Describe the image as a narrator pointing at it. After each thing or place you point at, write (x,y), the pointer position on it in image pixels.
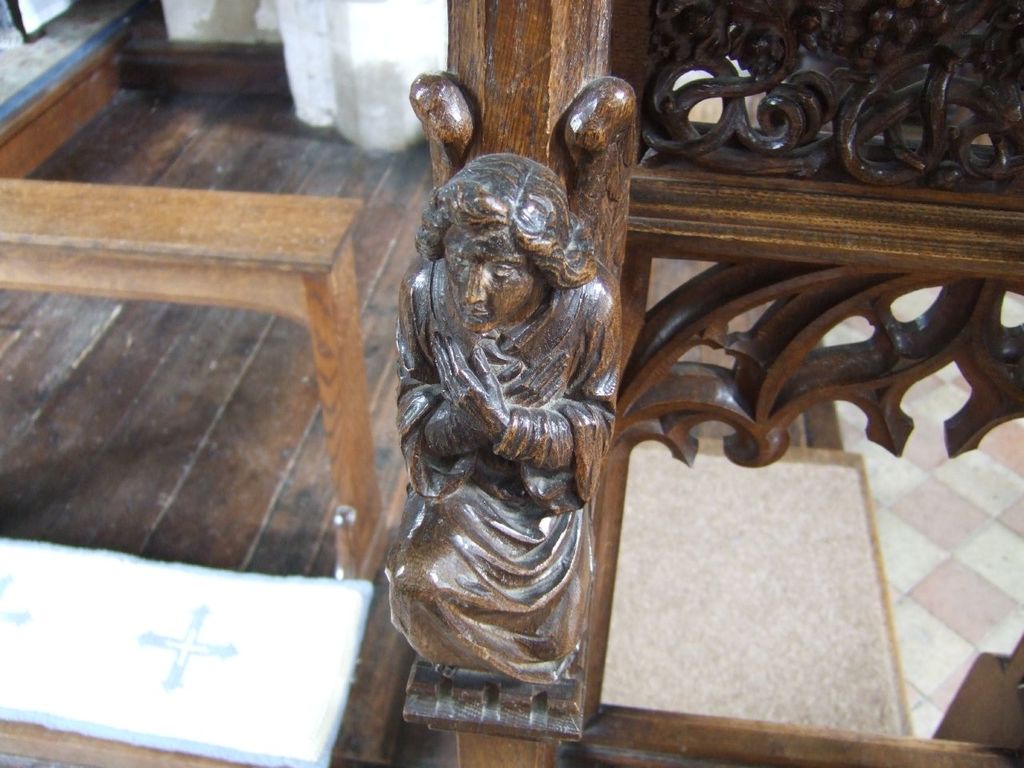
In the foreground of the picture (701,174) there are wooden sculptures (493,340) and bench (287,258). On the right (945,549) it is floor (987,536). At the top (375,56) it is wall (326,41).
